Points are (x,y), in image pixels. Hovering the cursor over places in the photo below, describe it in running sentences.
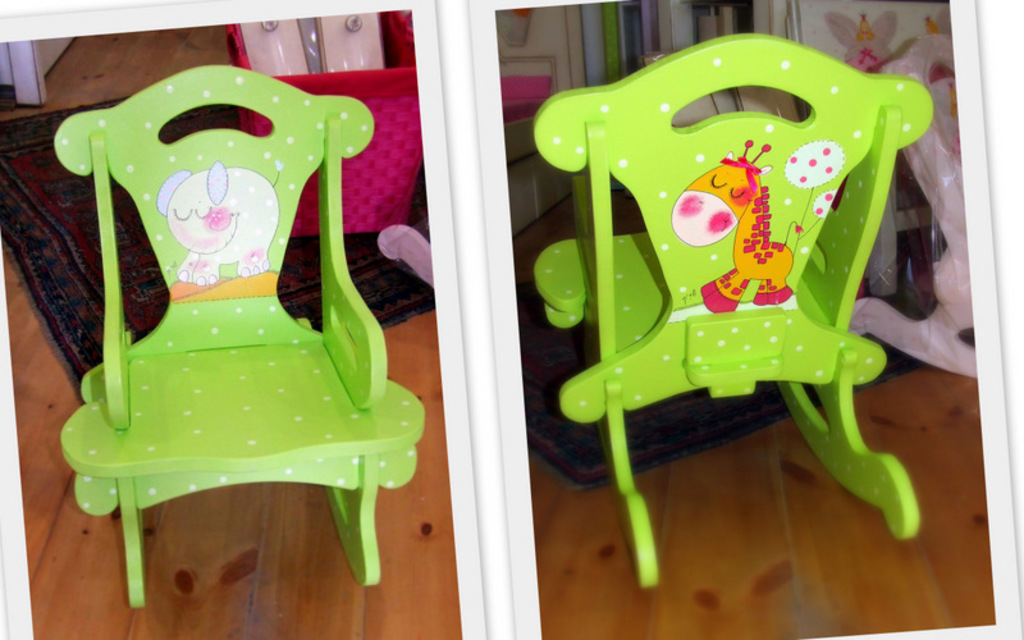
This is collage picture, in these pictures we can see green chairs (266,384) on the floor (831,534) and mats (411,274) and we can see pink object (378,100).
